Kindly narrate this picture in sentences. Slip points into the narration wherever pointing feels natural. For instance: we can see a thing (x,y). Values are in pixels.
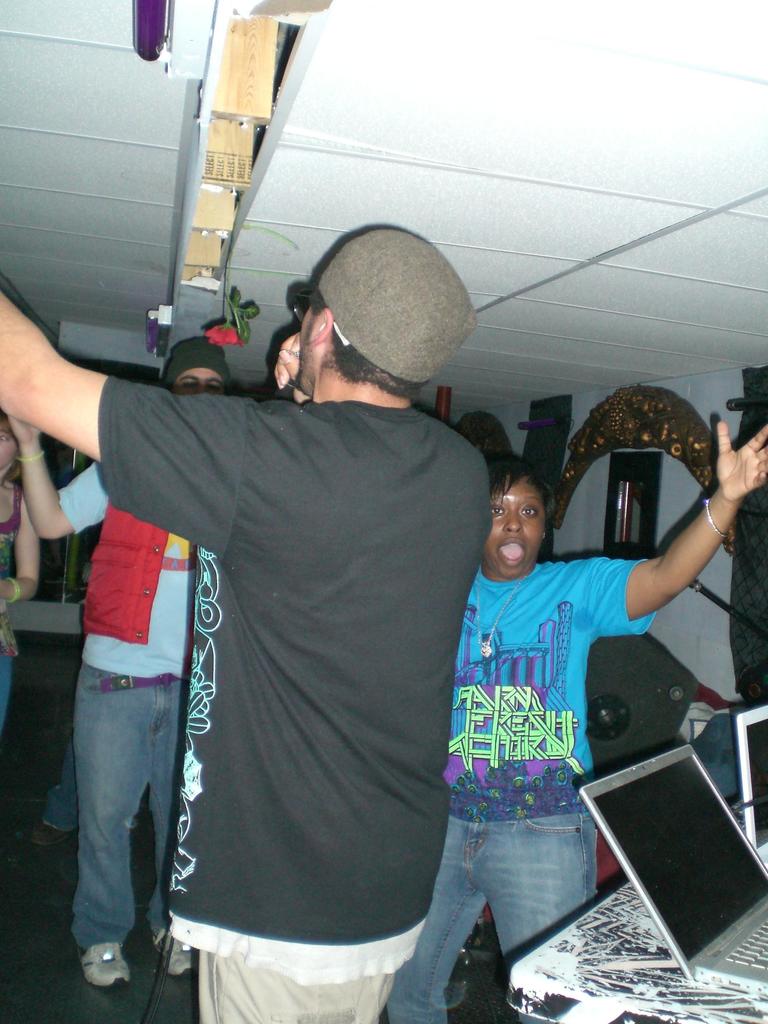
In this image we can see a few people (231,622), on the right side of the image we can see a table (755,995) with a few laptops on it, at the top of the roof (345,192), we can see some objects (242,32) and also we can see a mirror (617,497), stands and other objects (555,426) on the wall (557,555).
